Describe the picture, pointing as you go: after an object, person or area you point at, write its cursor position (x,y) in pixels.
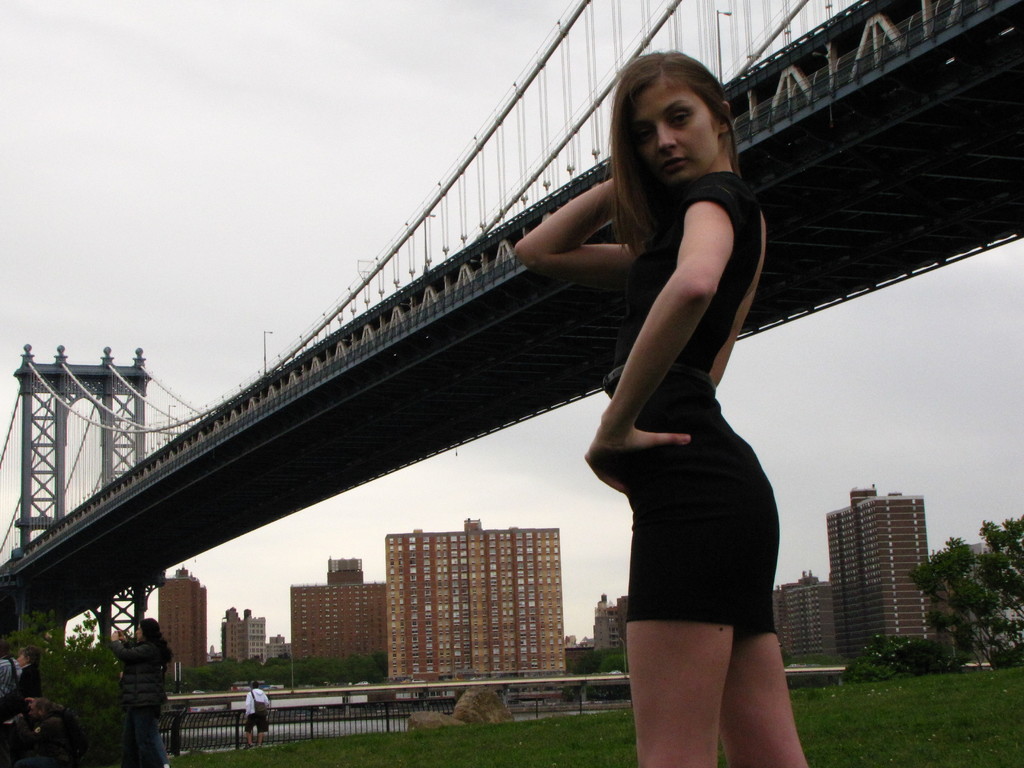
In this image I can see few people (674,579). In front the person (613,406) is wearing black color dress (690,586). In the background (534,383) I can see the bridge (175,423), few buildings (378,593), trees (1010,578) in green color and the sky (242,139) is in white color.
